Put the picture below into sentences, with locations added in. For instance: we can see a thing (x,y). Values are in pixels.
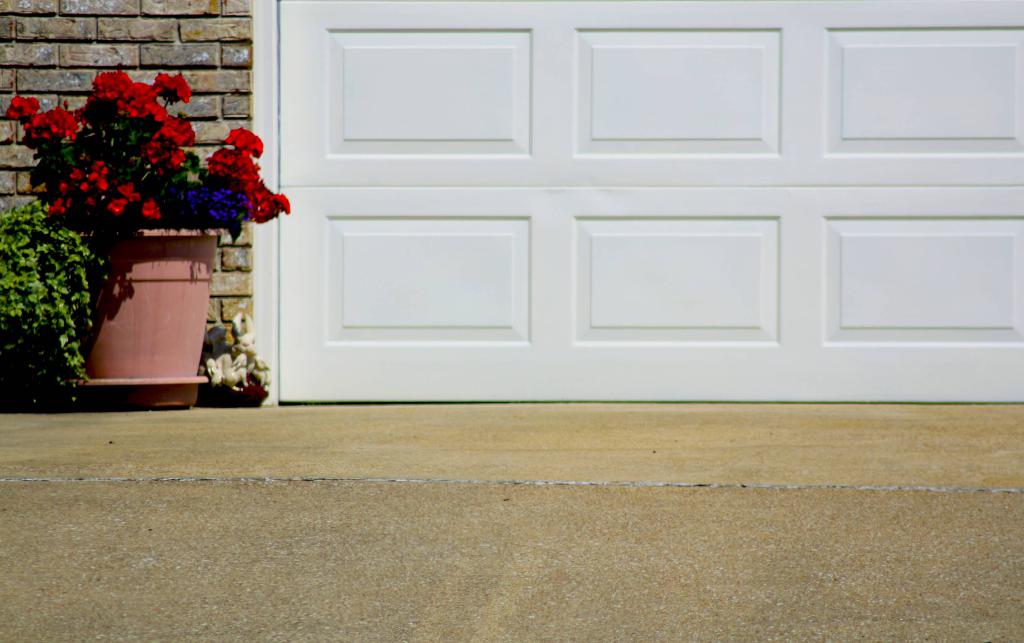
In this image I can see a plant (50,137). I can also see few flowers (80,176) which are in purple and red color, and the plant (76,275) is in green color. Background (603,239) I can see a wooden door (364,102) in white color.
